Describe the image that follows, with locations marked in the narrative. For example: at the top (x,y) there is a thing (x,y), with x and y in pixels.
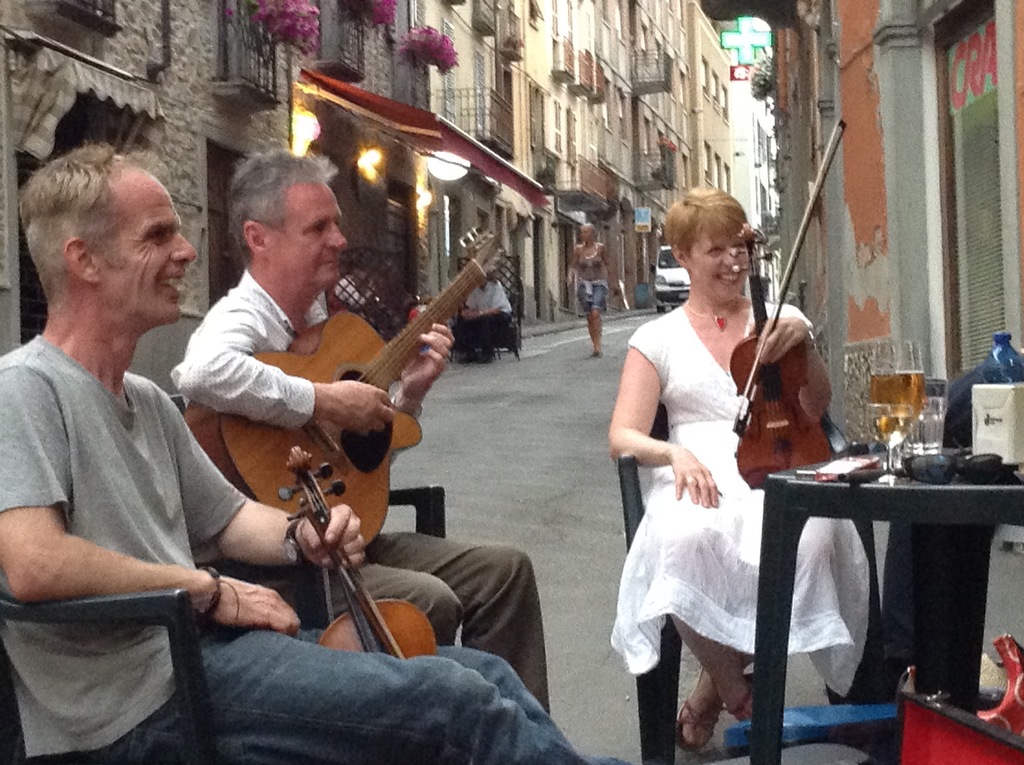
In this picture we can see two men (252,327) sitting on chair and holding guitar (284,449) and violin (395,630) in their hands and here woman (790,320) smiling and holding violin (761,476) in her hands (707,475) and in front of them there is table (906,502) and on table (907,488) we can see glass (897,438), box (978,399), some items (849,455) and in background (504,114) we can see building (437,101) with sun shade (471,147), windows (547,139) here woman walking on road (510,457).
